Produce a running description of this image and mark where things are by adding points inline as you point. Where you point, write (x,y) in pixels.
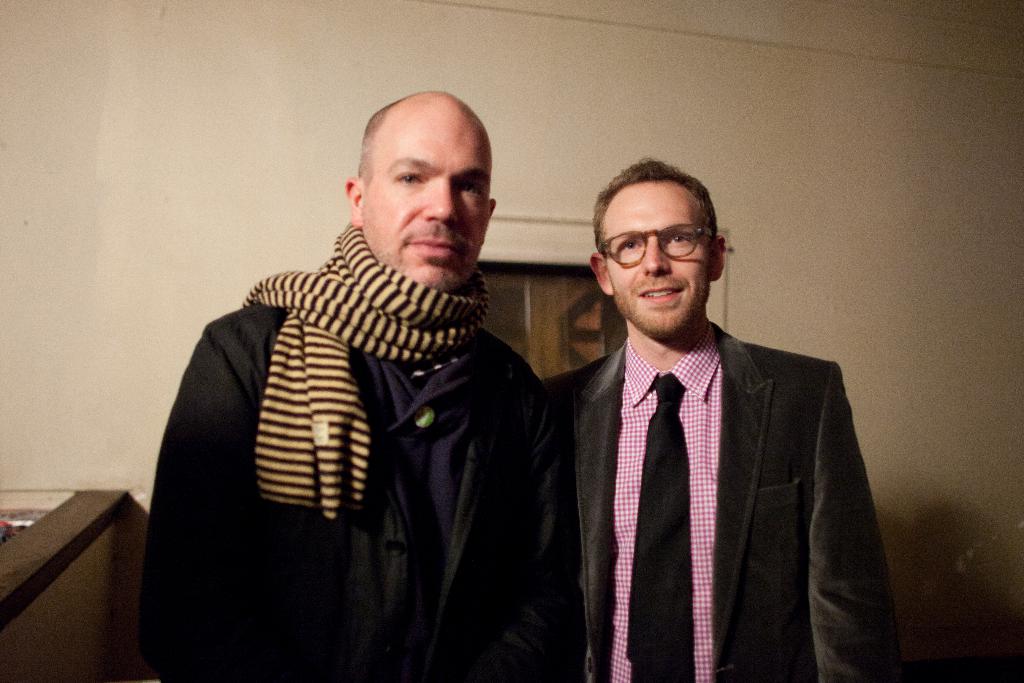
In this image we can see two people (393,474) are standing near to the wall (893,77), one object (50,515) near to the wall (17,476) and backside of these people (723,493) one wooden window (552,279) is there.
